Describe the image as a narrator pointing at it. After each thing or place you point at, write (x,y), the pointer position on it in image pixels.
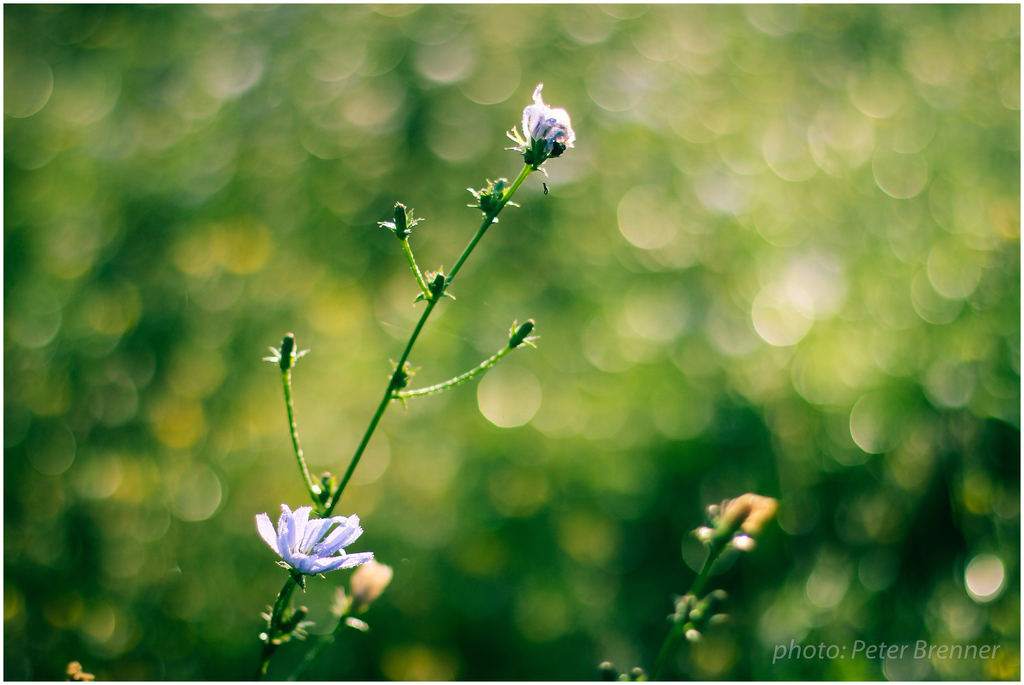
In this picture we can see there are flowers (291,576) and buds (479,194) to the branches (405,349). Behind the flowers (311,540) there is the blurred background (64,439). On the image there is a watermark (863,651).
